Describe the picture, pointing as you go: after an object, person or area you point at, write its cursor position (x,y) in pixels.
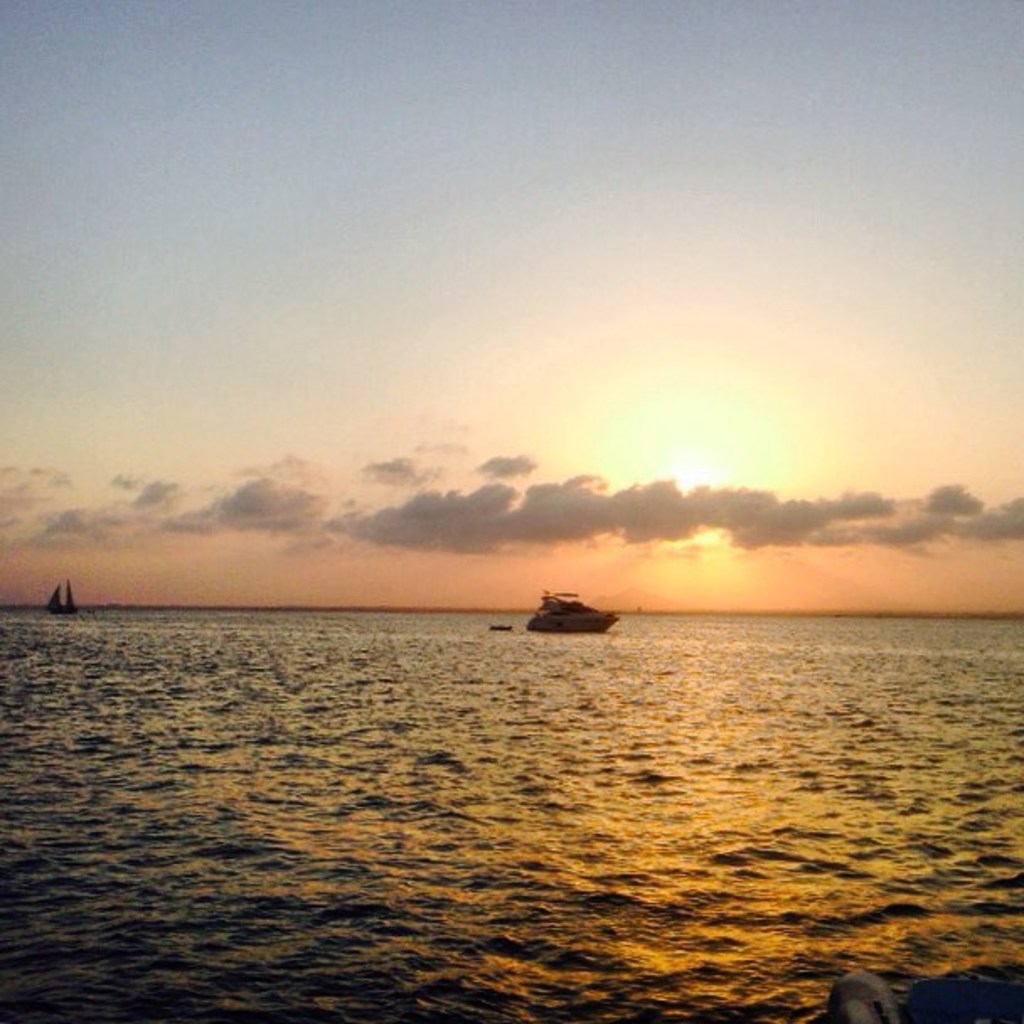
This picture is clicked outside. In the center (533,625) we can see the boats (572,608) in the water body (552,845). In the background (120,158) we can see the sky (785,205) with the clouds (593,514) and we can see the sun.
